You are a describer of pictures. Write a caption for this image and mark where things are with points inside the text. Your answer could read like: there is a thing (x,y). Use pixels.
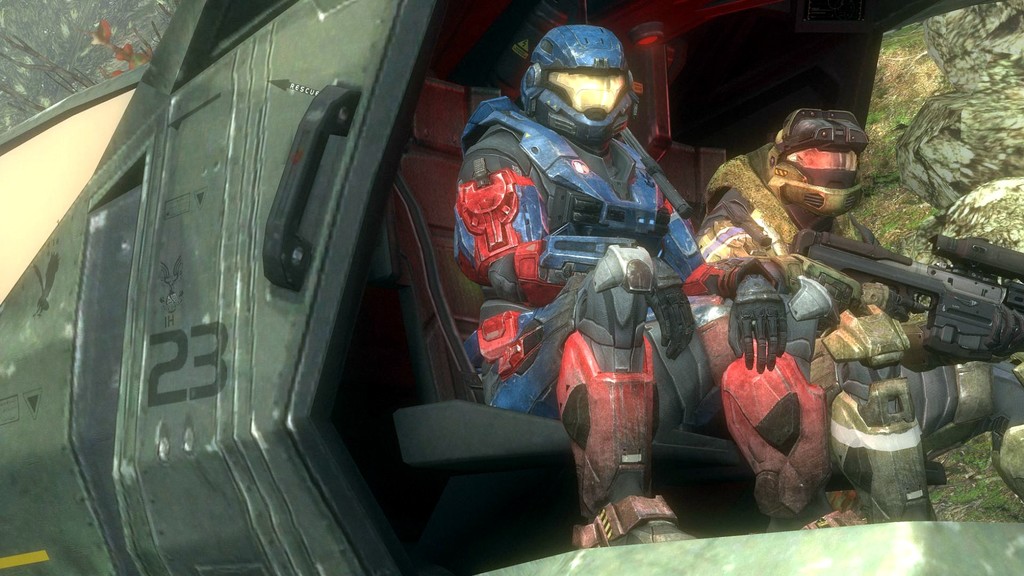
This is a animated image in which we can see there are two robots (594,299) sitting in a vehicle (818,0).
